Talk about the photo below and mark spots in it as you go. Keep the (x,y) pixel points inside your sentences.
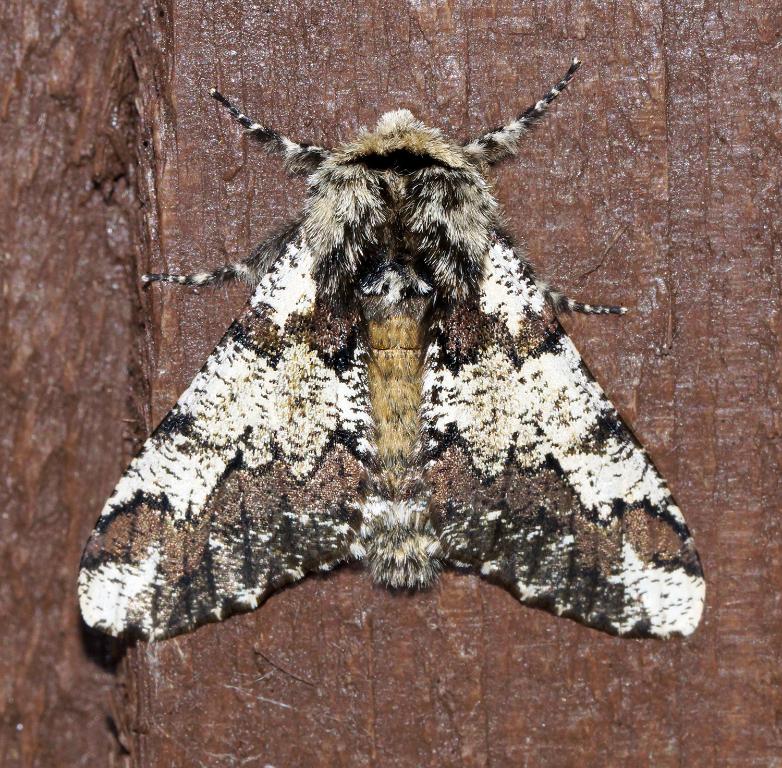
In this image I can see an insect (371,412) which is cream, brown, white and black in color is on the brown colored object (553,223).
